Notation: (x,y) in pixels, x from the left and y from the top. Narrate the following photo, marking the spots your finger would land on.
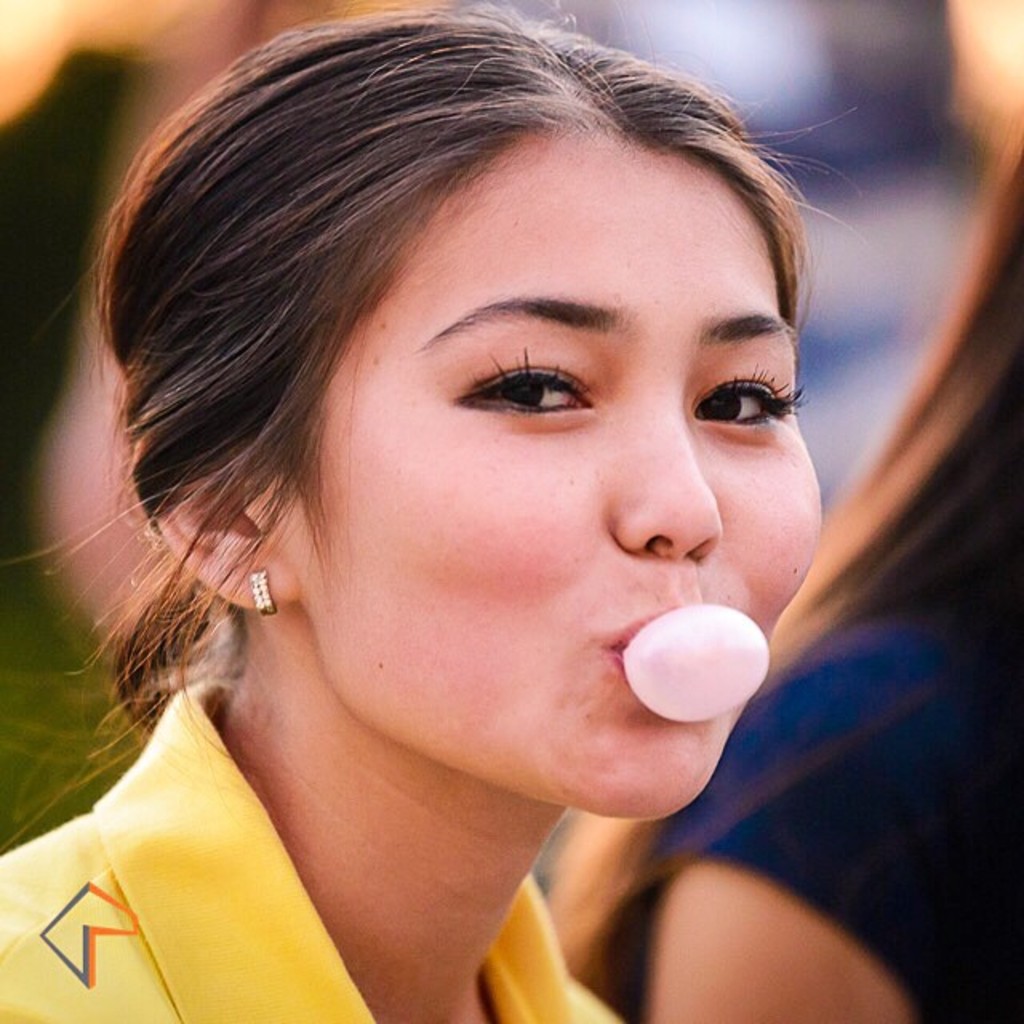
There is a woman (598,508) in an yellow color top (222,868) blowing a bubble gum (718,664) near another woman (827,775) who is in navy blue color top (942,829). And the background (887,22) is blurred.
